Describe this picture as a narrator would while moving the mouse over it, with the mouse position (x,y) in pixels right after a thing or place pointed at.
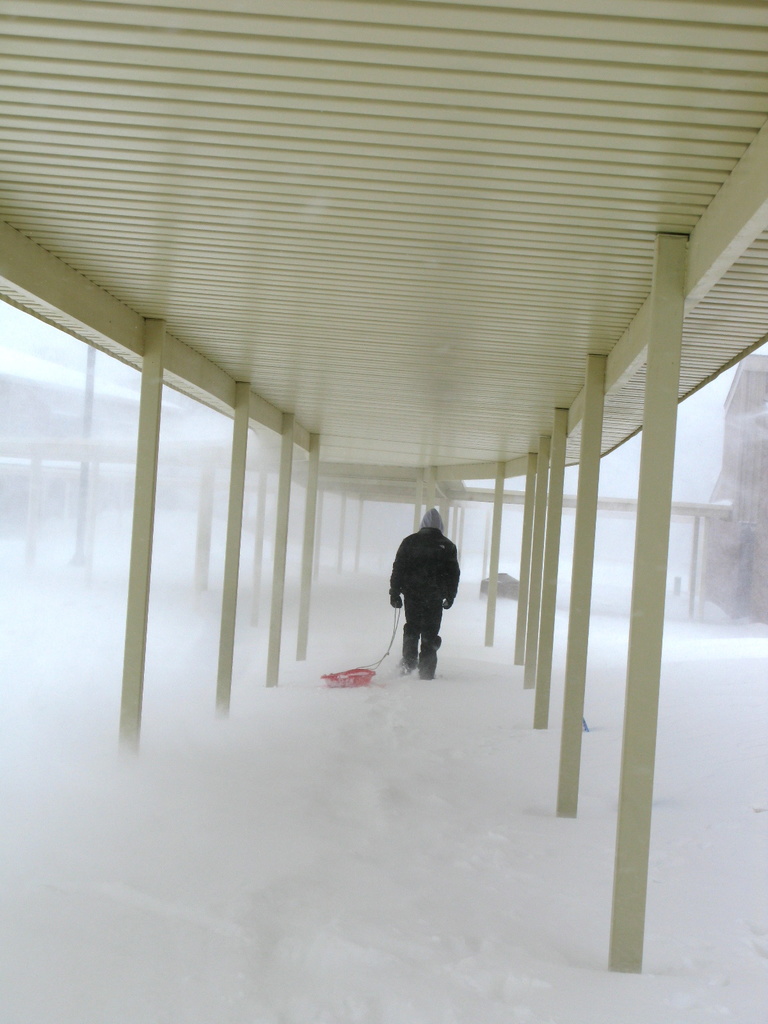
In this picture, it looks like a shed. We can see a person (432,642) is walking on the snow (399,643) and the person (416,608) is holding an object (335,685). On the right side of the image (737,527) there is a house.
